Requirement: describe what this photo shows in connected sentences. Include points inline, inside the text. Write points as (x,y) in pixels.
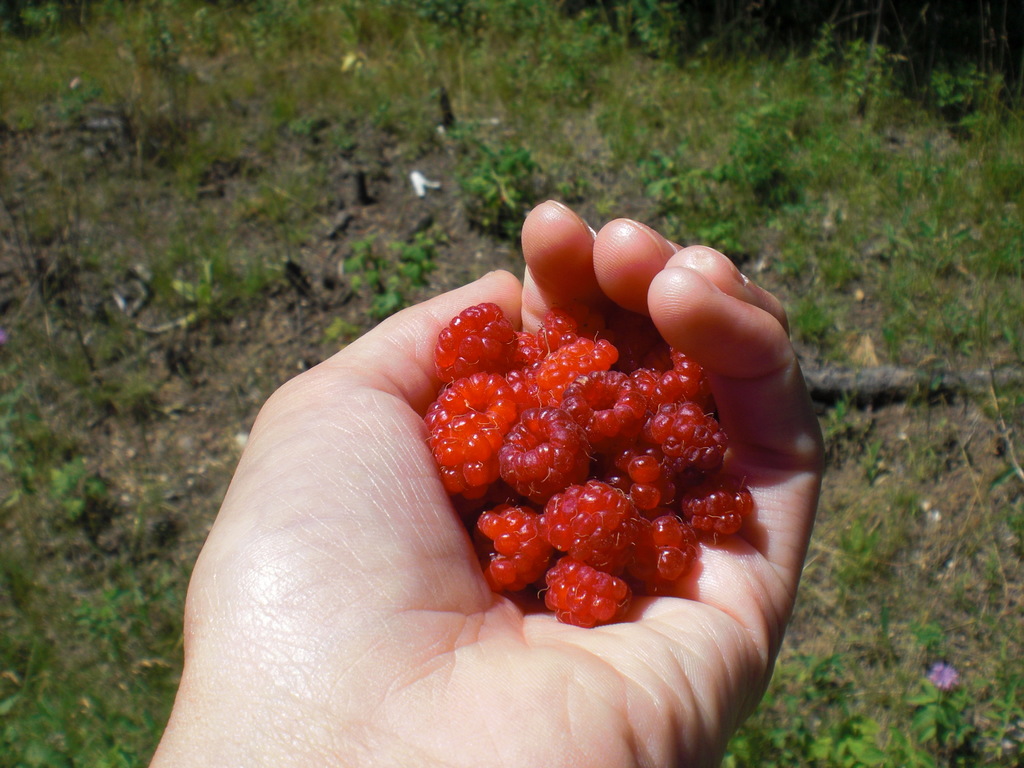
There is a person (310,584) holding red color fruits (470,434) with a hand (791,361). In the background (931,702), there are plants (933,712) and grass (749,101) on the ground (764,112).
